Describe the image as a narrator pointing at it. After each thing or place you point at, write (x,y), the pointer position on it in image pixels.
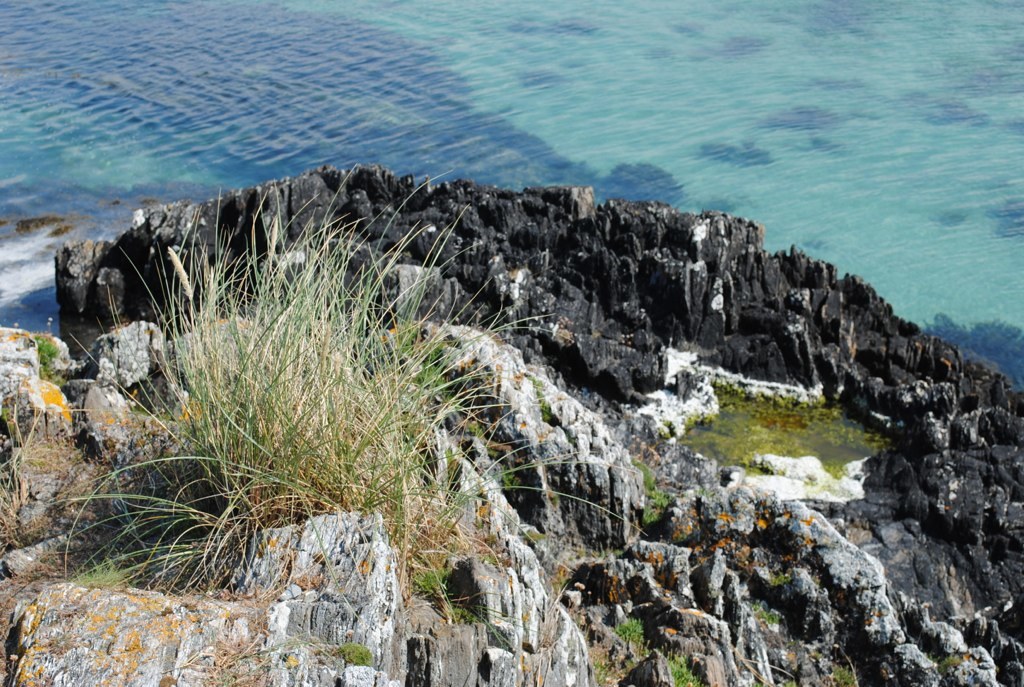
Here in this picture we can see the rocks (616,360) that have some grass (192,315) and plants (349,391) and behind that we can see water (86,119) present on the ground (822,342).
